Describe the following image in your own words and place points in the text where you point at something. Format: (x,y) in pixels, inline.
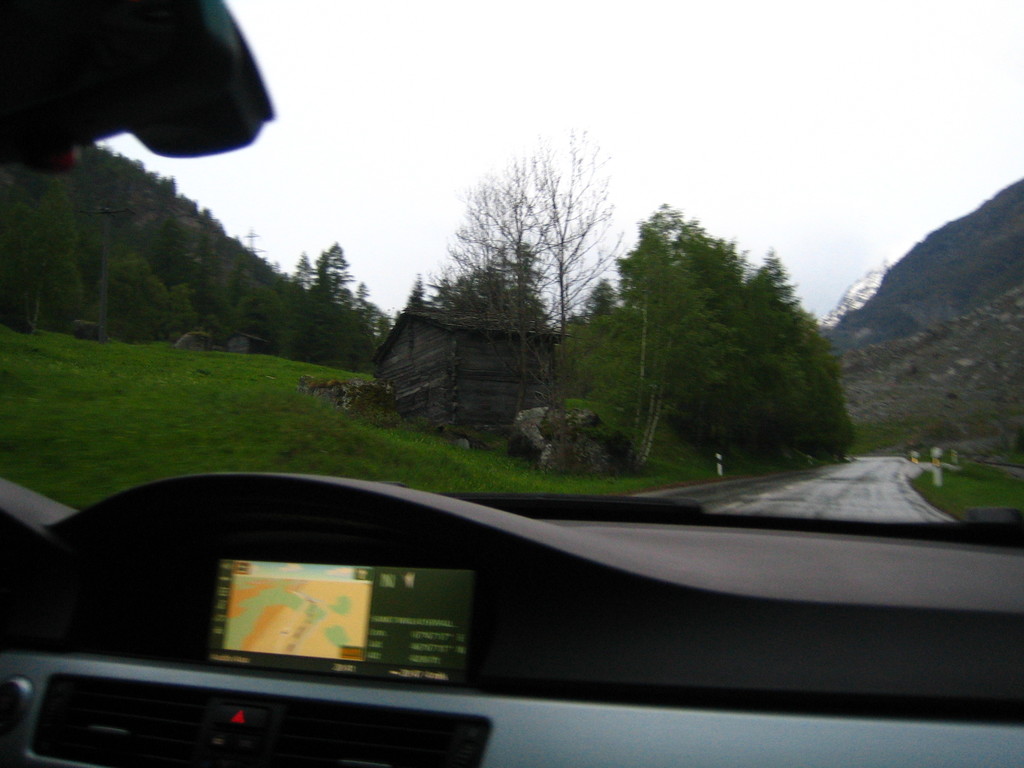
In this picture there is a car (490,609) and at left (335,416) and right side of the image (974,481) there is grass (138,430) on the surface (171,389) and at the back side (179,294) there are trees (259,299) and on left side of the image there is hut (464,372) and at the background (494,168) there is sky (576,120).
